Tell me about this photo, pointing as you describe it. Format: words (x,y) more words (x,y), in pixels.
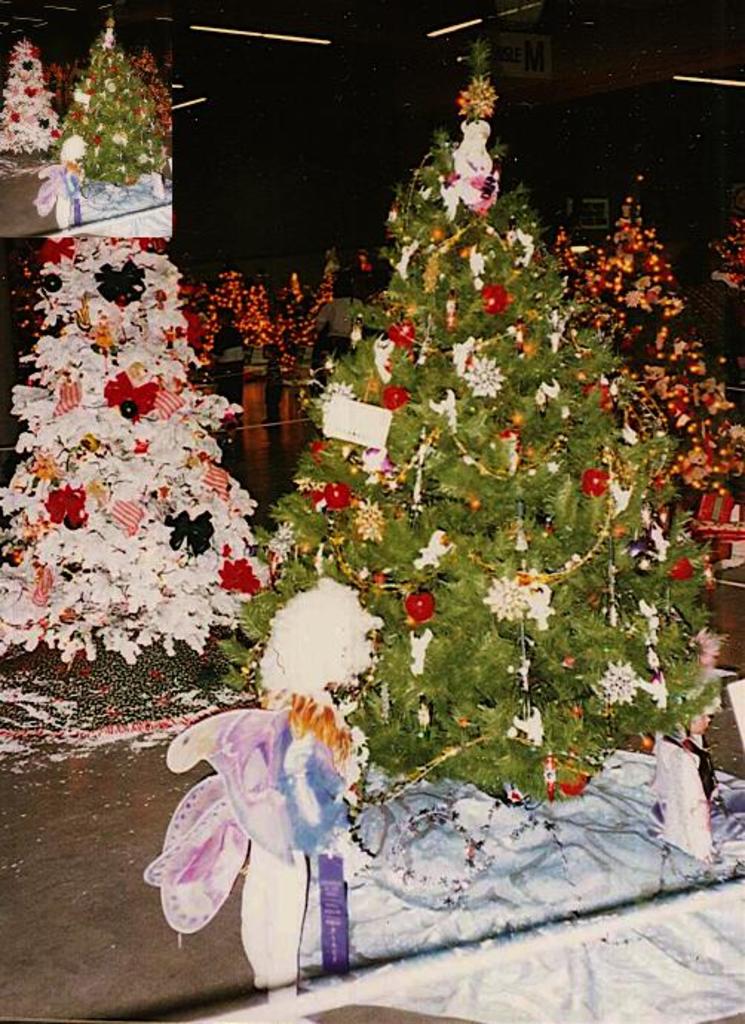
In this picture we can see Christmas trees (447,451) and a toy (228,767). There are lights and a board (545,39). There is a dark background (701,215).
